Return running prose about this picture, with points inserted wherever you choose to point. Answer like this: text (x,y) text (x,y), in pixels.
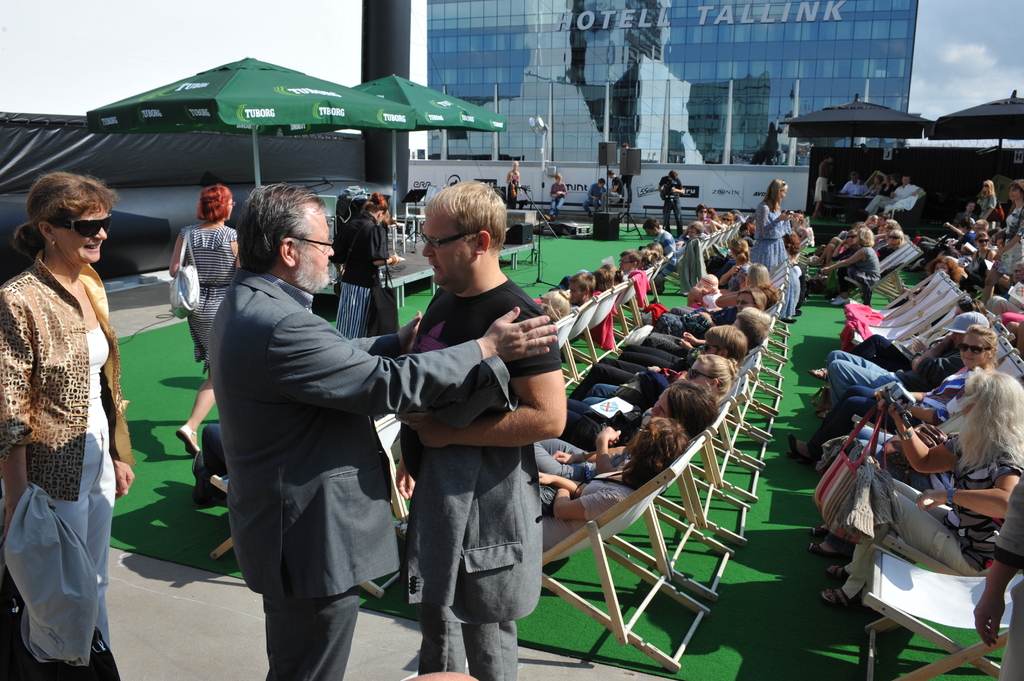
In this image I can see number of people (354,304) where on the right side (973,209) I can see most of them are sitting on chairs (982,587) and in the front (261,210) I can see few are standing. I can also see green colour cloth (794,677) on the ground (568,272) and in the background (243,98) I can see few sheds (418,98), number of poles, few speakers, a building (589,138) and on the top of it I can see something is written. I can also see clouds (925,66) and the sky (983,35) on the right top corner of this image (924,96). I can also see few people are standing on the right side of this image (782,226).
